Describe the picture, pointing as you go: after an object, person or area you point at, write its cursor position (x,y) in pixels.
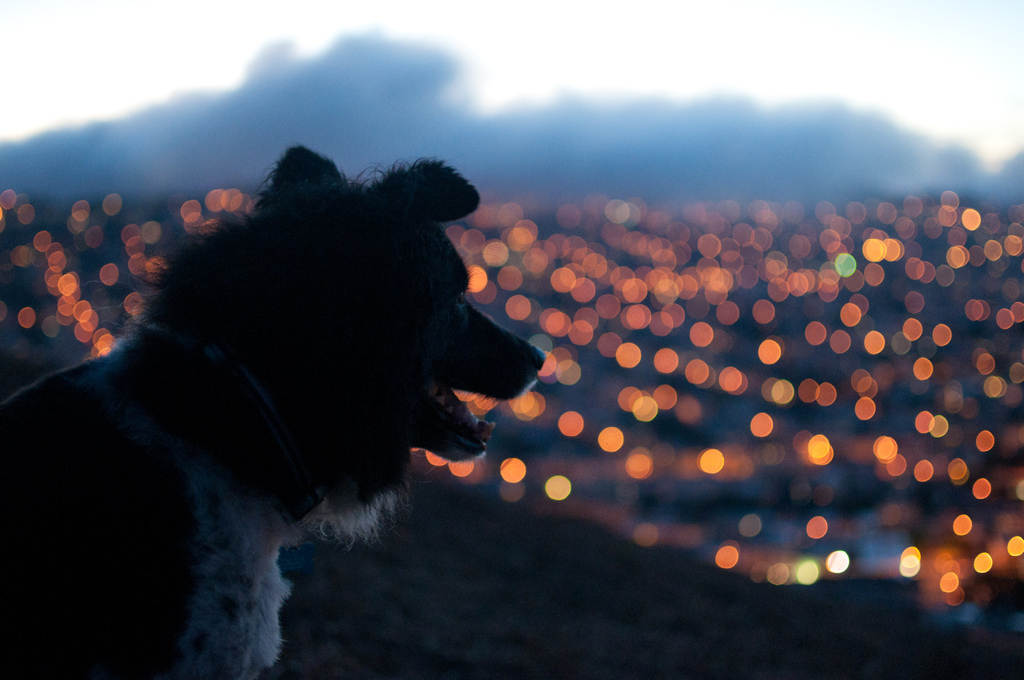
This image consists of a dog (352,347). In the background (957,319), we can see the light (692,332). The background (896,194) is blurred.
